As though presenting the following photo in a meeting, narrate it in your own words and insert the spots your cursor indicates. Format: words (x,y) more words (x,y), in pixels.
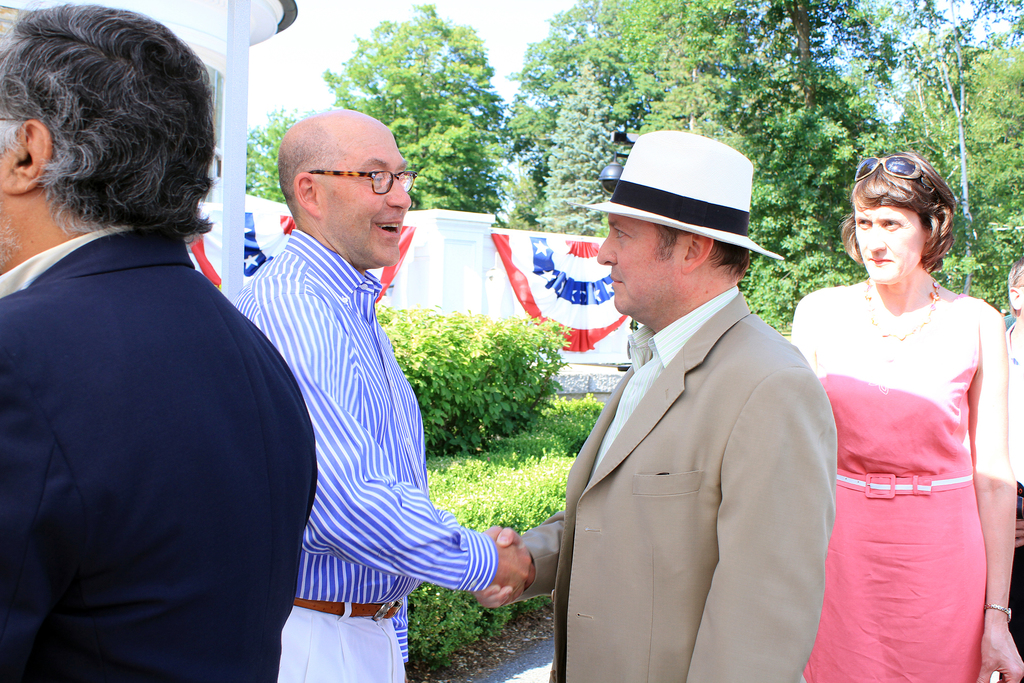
In the image there is a man (708,371) with a hat (690,175) on his head (744,242) and he is standing. In front of him there is a man (348,183) with spectacles (381,185) and he is standing and shaking their hands (532,573). On the right side of the image (872,369) there is a lady (886,360) with goggles (891,163) on her head (904,260). On the left corner of the image (148,400) there is a man (150,540) standing. Behind them there are bushes (444,383) and trees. And also there is a wall (462,273) with clothes (554,260) and also there is a building (217,60).
